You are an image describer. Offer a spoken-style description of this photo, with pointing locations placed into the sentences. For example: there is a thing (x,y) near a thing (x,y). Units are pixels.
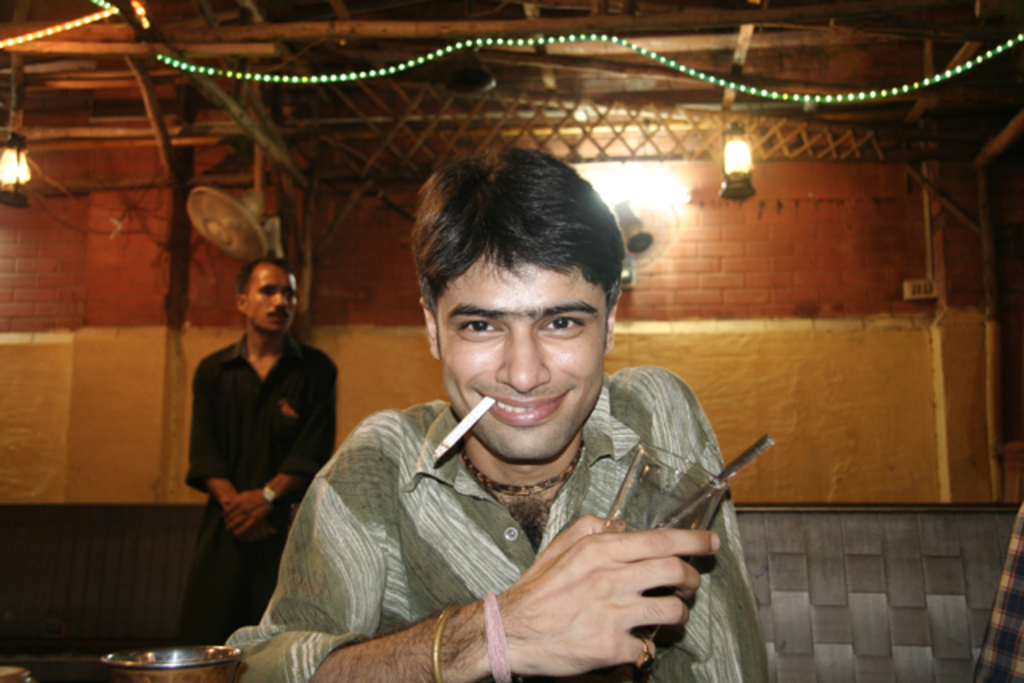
In this image, we can see a man (615,603) sitting and holding a glass (652,521) and smoking, in the background (249,443), we can see a man (258,417) standing, we can see a wall (405,370) and we can see fans (261,223), we can see the lights (388,73).
